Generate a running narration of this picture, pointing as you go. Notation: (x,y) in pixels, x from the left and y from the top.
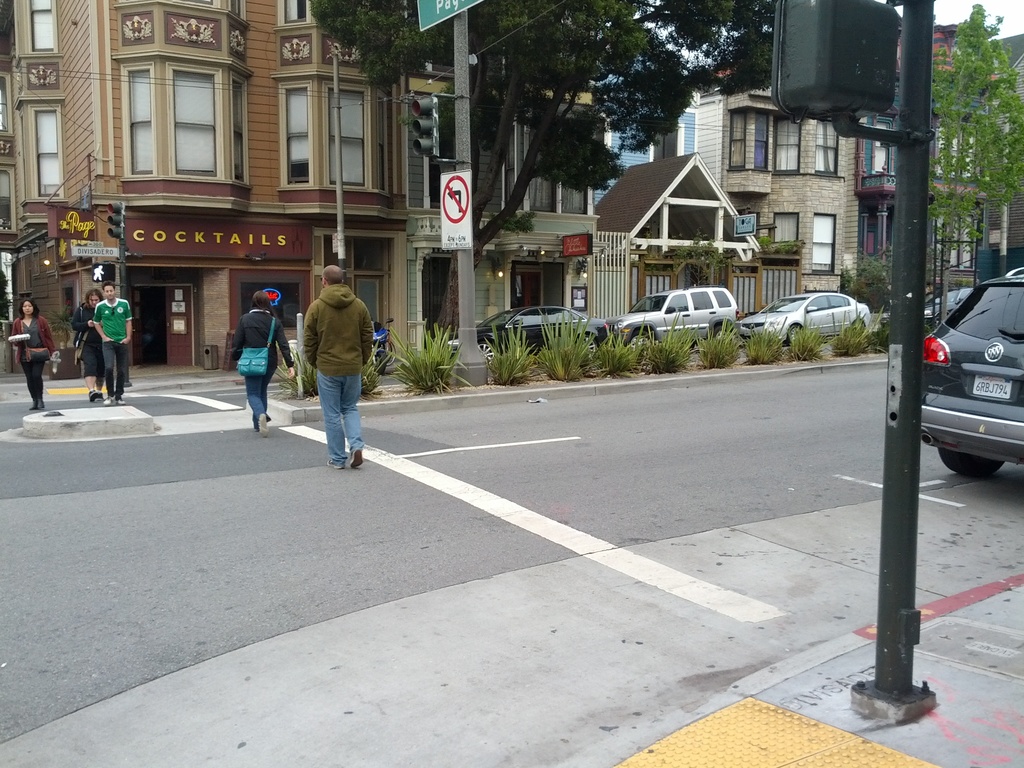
In this picture there are people (354,412) walking on the road (382,436) and we can see traffic signals (891,42) and boards (448,176) on poles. We can see plants (434,389) and vehicles (1005,441). In the background (326,129) we can see buildings (710,154), trees (726,44) and sky (954,0).
